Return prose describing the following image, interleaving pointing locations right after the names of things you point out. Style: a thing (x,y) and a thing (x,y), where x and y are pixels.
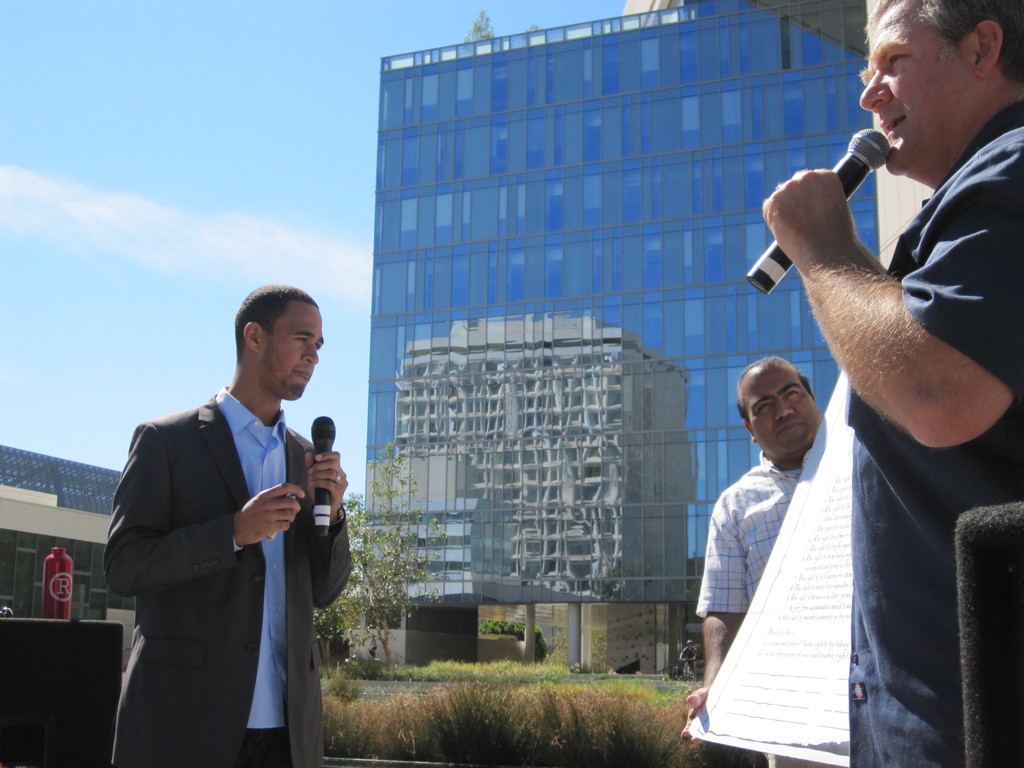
In the image there are three people (166,649). On right side (803,227) there is a man (919,219) holding a microphone (886,156) and opened his mouth (895,128) for talking and there is another man (769,420) holding a hoarding (770,649) on his hands (694,710). On left side (298,487) there is another man (279,428) holding a microphone (321,426). In background (575,197) there is a building (590,189), trees (388,562) and sky (99,446) on top (212,138) at bottom (561,662) there is a grass (564,672).
